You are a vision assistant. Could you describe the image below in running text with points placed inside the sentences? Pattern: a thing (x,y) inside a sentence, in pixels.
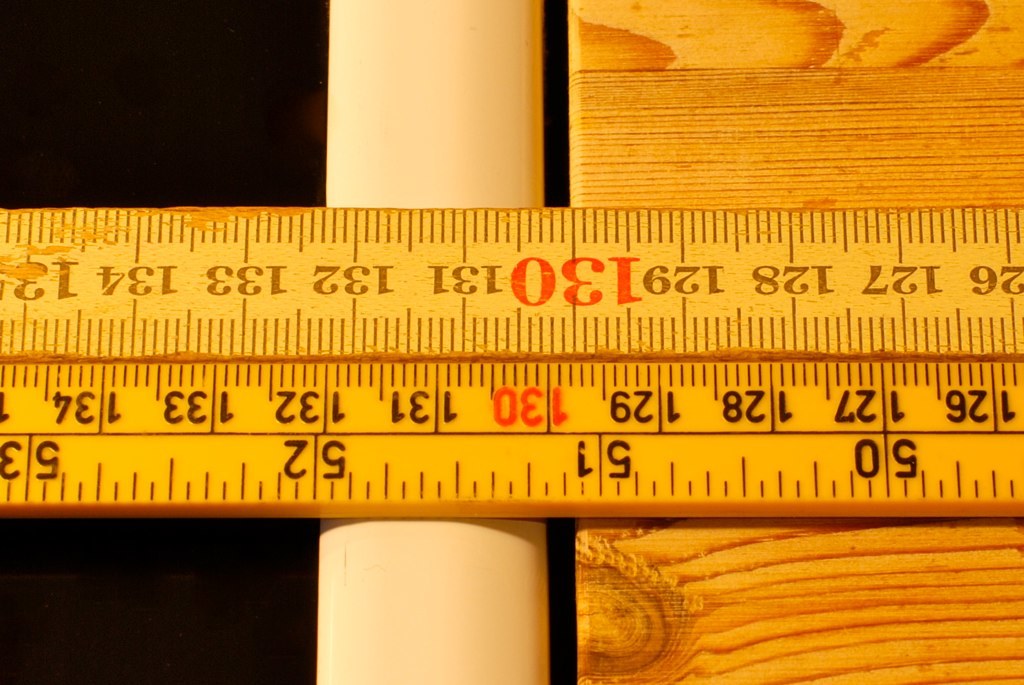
We can see scale (555,396) on wooden platform (836,101) and pipe (411,125). In the background of the image (188,79) it is dark.
